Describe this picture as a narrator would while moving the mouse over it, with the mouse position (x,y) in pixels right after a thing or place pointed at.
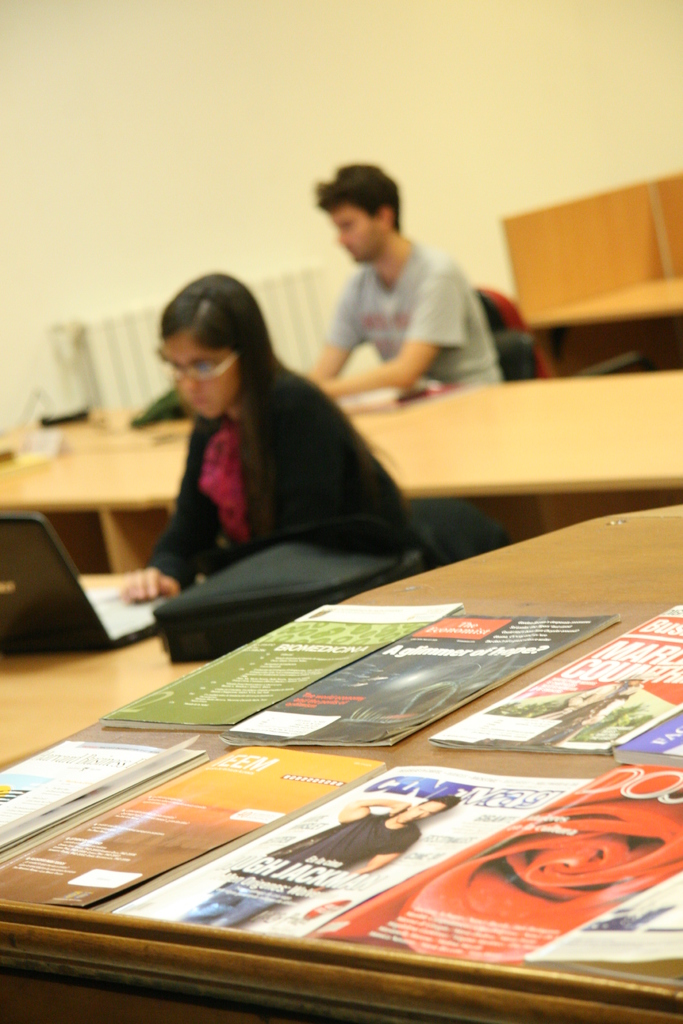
in this image, There are some tables (597,426) which are in yellow color, And on that table (628,541) there are some books (496,883), In the background (347,527) there are some people (312,453) sitting on the chairs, There is a wall (309,138) which is in white color.
